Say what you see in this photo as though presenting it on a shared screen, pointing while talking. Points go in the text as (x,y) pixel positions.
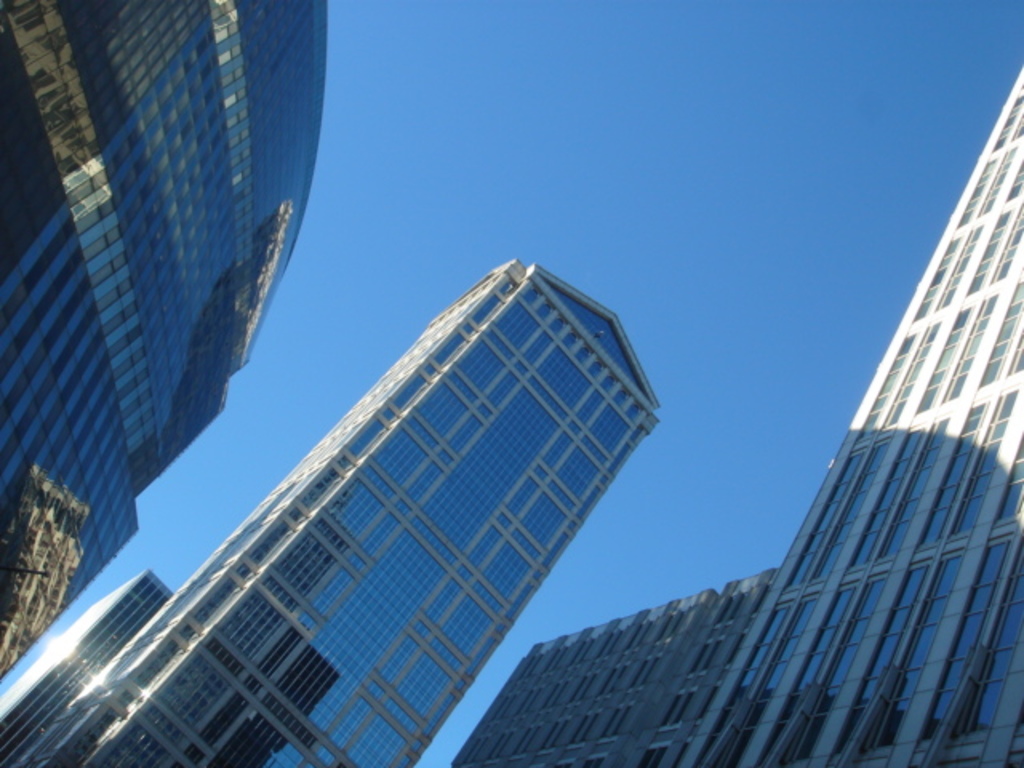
In this image I can see few buildings (369,564) and windows (133,216) of the buildings (62,229) which are blue in color and in the background (812,445) I can see the sky (702,224).
